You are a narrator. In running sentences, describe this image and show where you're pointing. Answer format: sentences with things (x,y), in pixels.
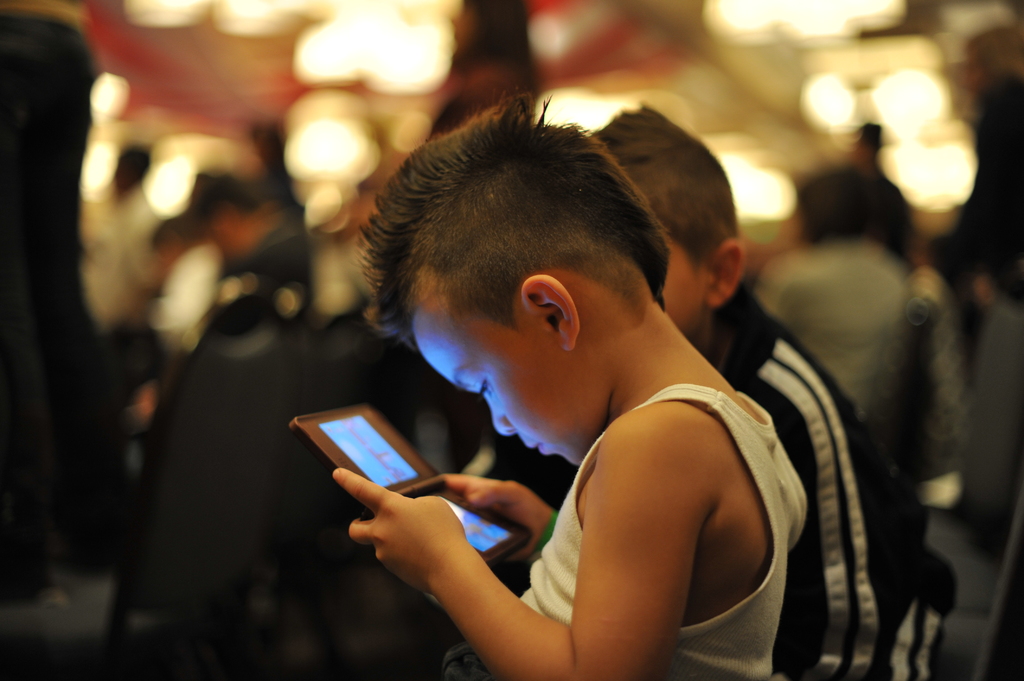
In the image there is a boy (483,320) playing on tablet (478,543) and beside him there is another boy (730,304) and in background (343,127) there are lights (356,73) and many people (185,275).
